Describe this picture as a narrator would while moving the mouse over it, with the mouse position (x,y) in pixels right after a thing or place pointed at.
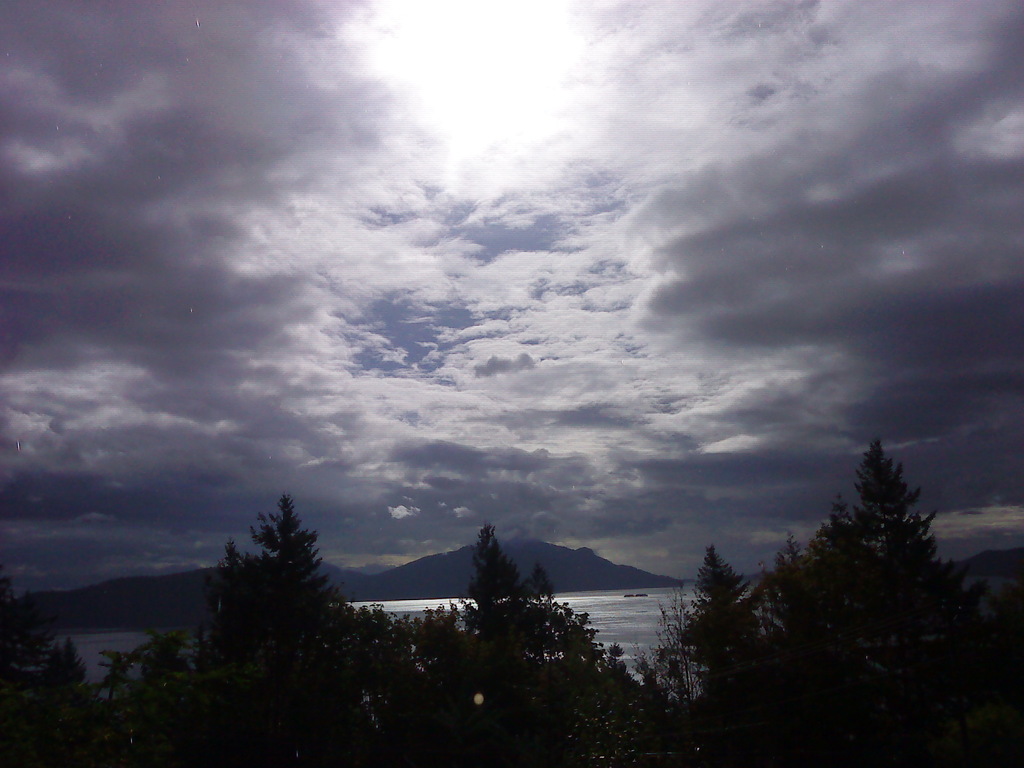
In the given image i can see a mountains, trees (295,558), water (581,604) and sky (10,528).
